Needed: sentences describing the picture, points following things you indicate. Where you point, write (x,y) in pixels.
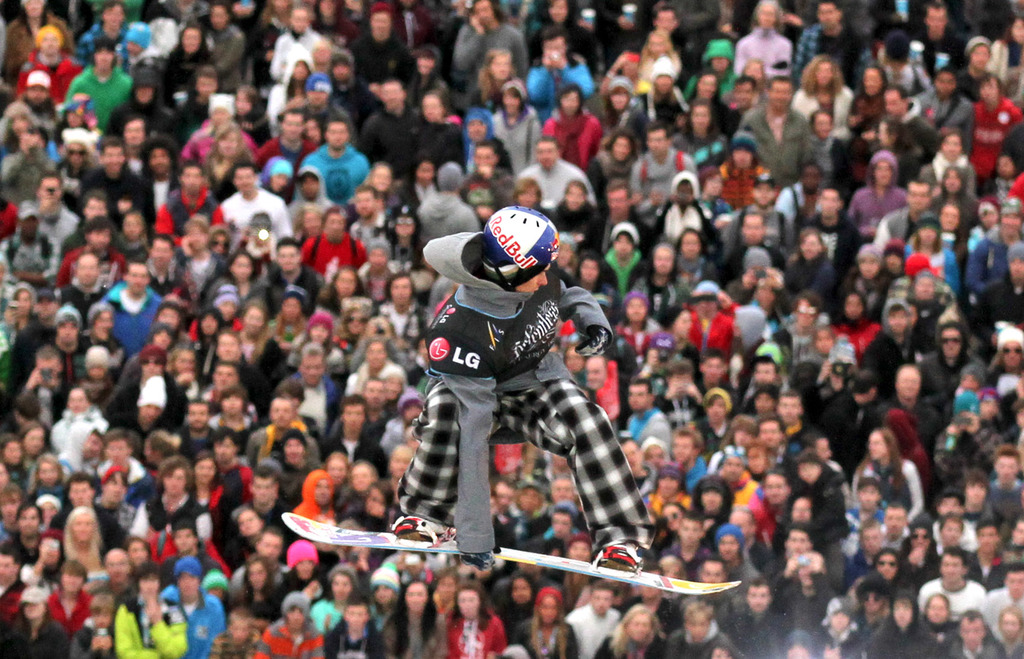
A person (435,526) is standing on a snowboard (372,534) wearing a helmet (507,221) and hoodie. Many people (464,229) are present at the back (825,609).
